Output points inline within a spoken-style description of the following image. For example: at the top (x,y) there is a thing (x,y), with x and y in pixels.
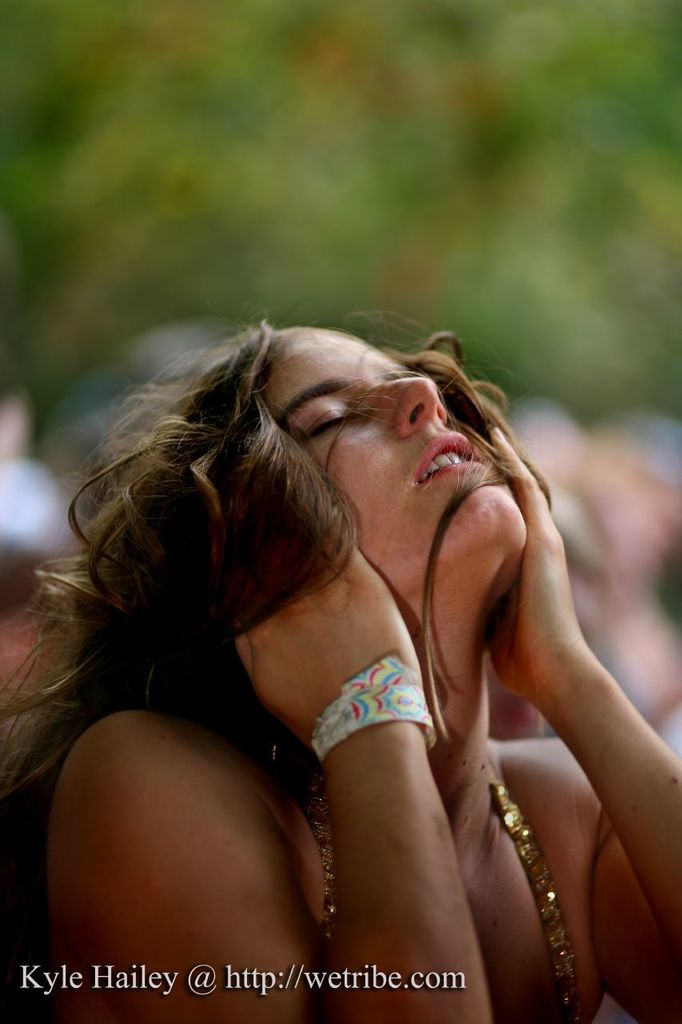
In the center of the image (276,482) there is a woman (205,753). In the background (17,353) there are people (11,402) and trees (282,229). At the bottom (49,969) there is a text (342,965).
